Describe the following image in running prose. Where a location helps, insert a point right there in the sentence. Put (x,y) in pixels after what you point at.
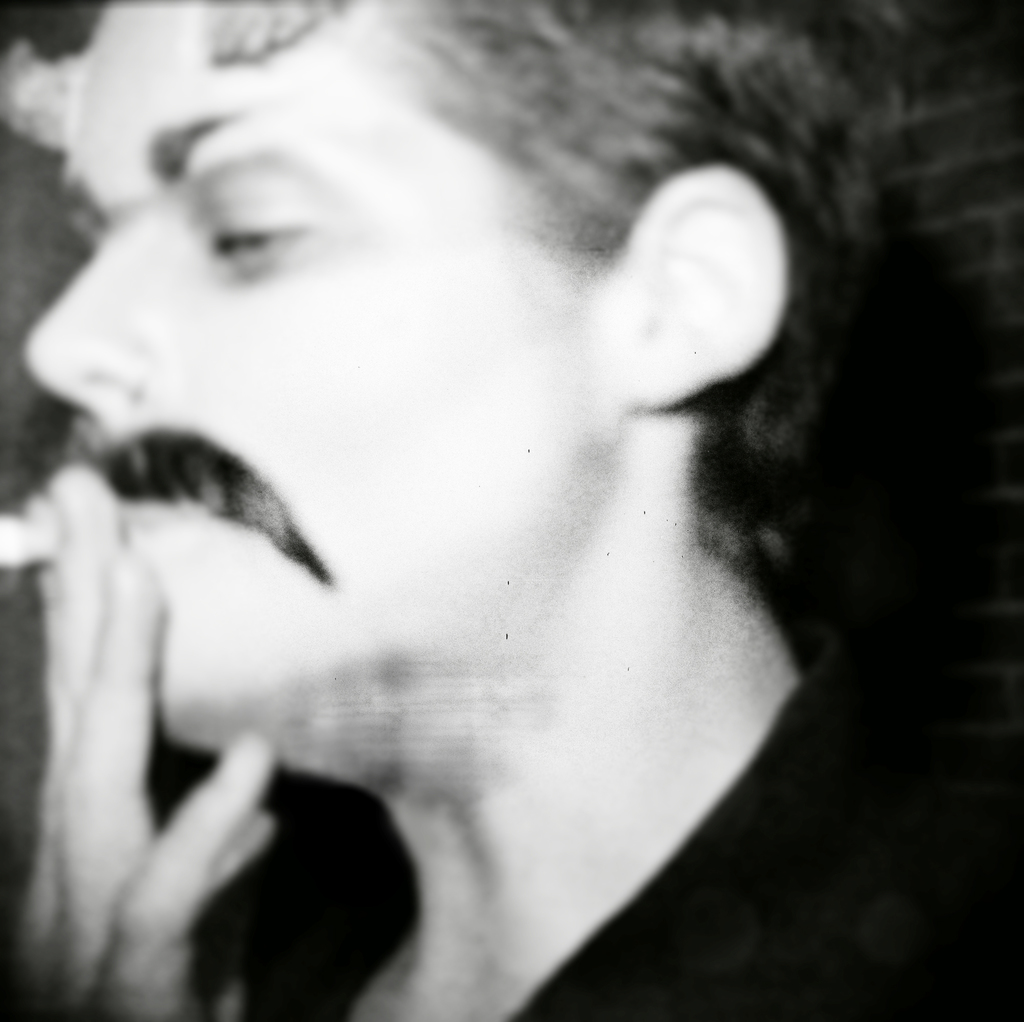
In this image, we can see a man (467,471) is holding some object (18,543). Right side of the image (985,294), we can see a brick wall (959,379).
